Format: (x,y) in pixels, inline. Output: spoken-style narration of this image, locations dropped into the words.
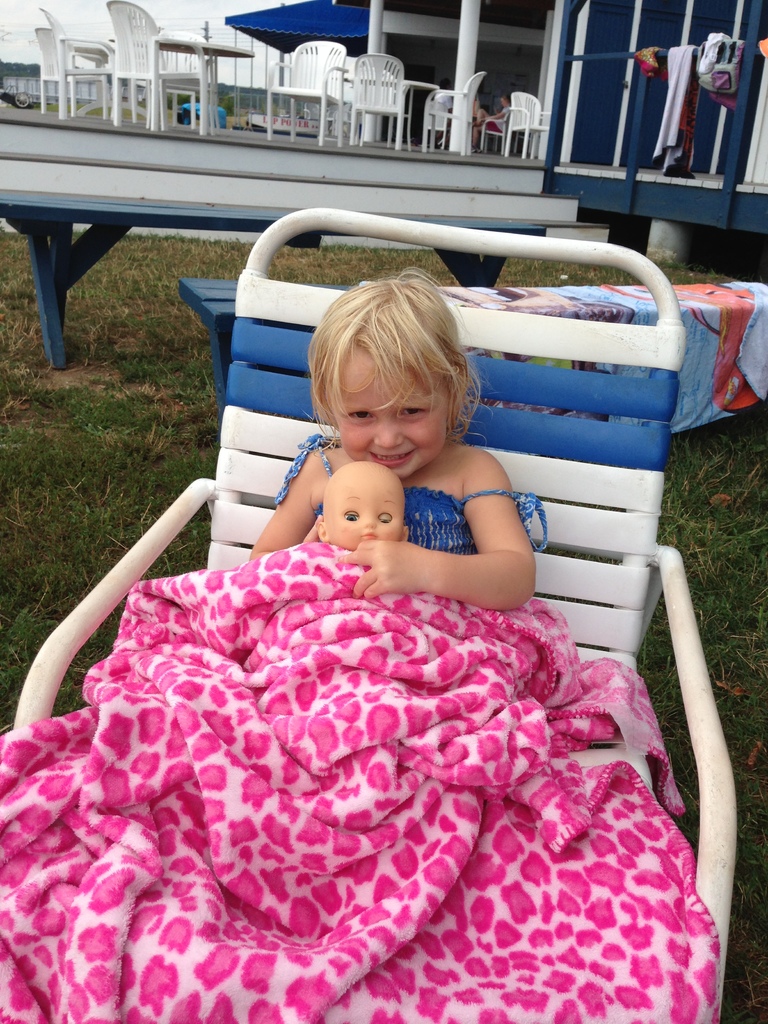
In the image there is a baby girl (382,455) in blue dress (445,494) sitting on chair (685,659) holding a doll (338,477) with a blanket (359,702) over her on grassland (201,371), behind her there is a home (440,25) with many chairs (119,60) and tables (411,114) in front of it.
